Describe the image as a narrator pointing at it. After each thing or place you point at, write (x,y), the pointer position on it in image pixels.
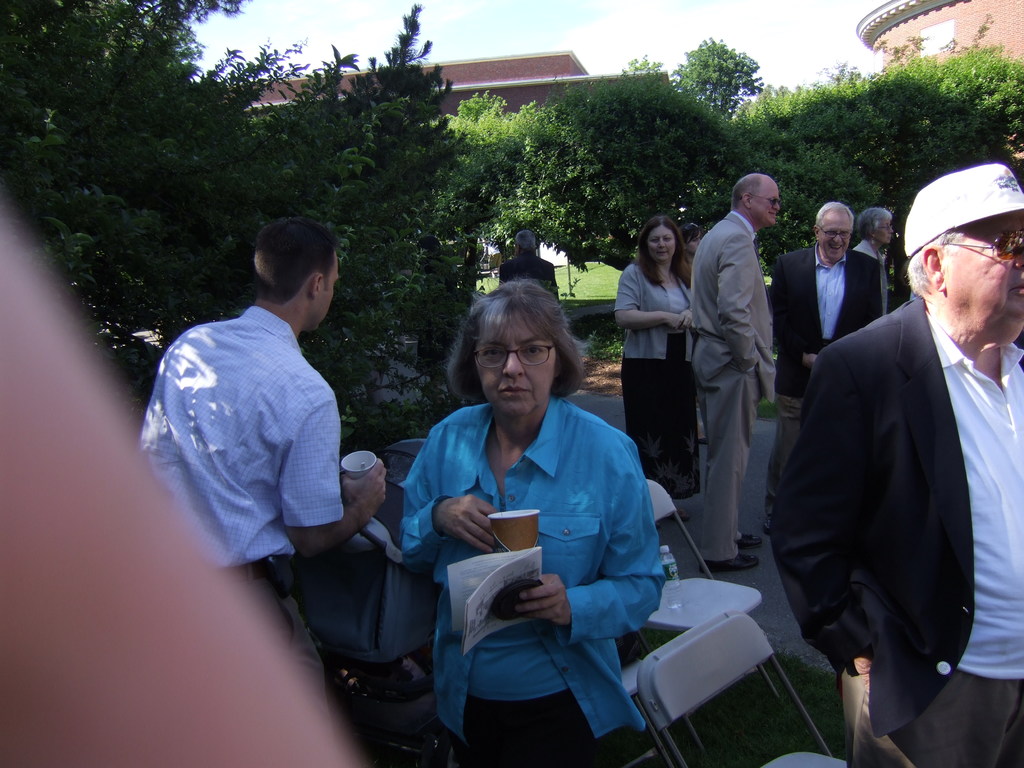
In this image, we can see a group of people (626,589) are standing. Few (277,514) are holding some objects (501,570). Here we can see chairs (656,611), bottle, grass (680,739), walkway (775,598). Background (922,128) we can see trees (314,346), houses (1011,39), walls (999,11) and sky (682,34).
